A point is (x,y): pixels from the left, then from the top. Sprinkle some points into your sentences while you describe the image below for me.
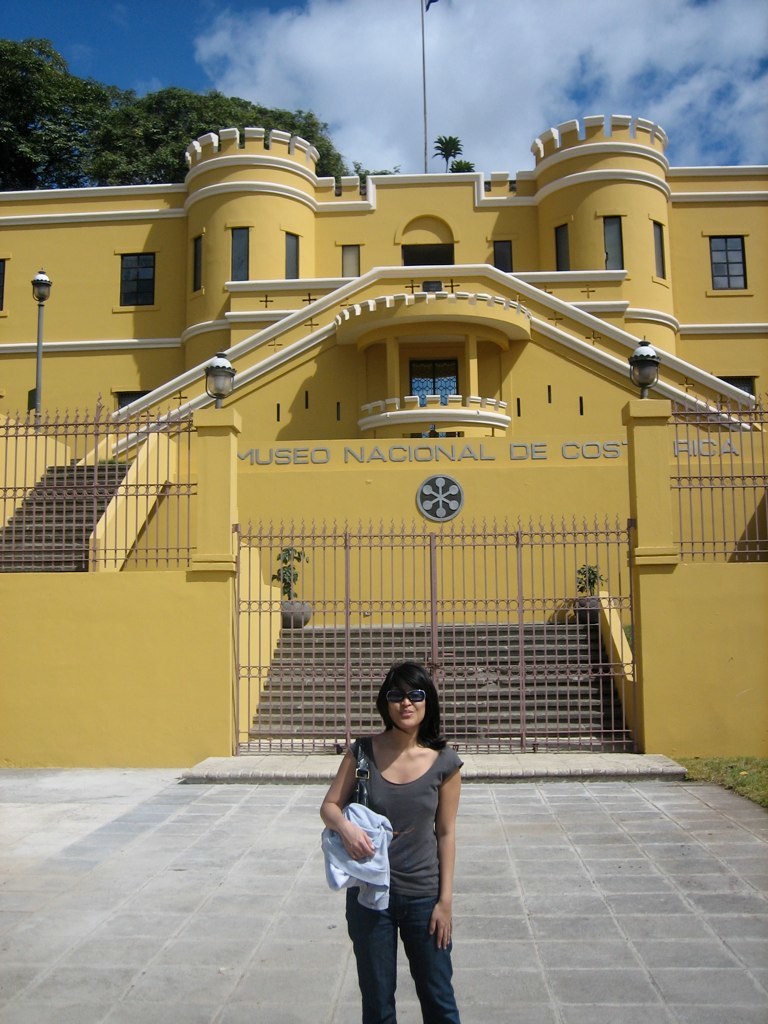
In this image there is a woman (393,927) standing. Behind her there is a gate (392,595) to a wall (104,638). On the either sides of the wall (731,601) there is a railing (710,489). Behind the wall (91,626) there is a building (272,302). There are lights (213,384) on the building (197,227). Behind the building (45,232) there are trees (92,118). At the top (360,35) there is the sky (353,71).
